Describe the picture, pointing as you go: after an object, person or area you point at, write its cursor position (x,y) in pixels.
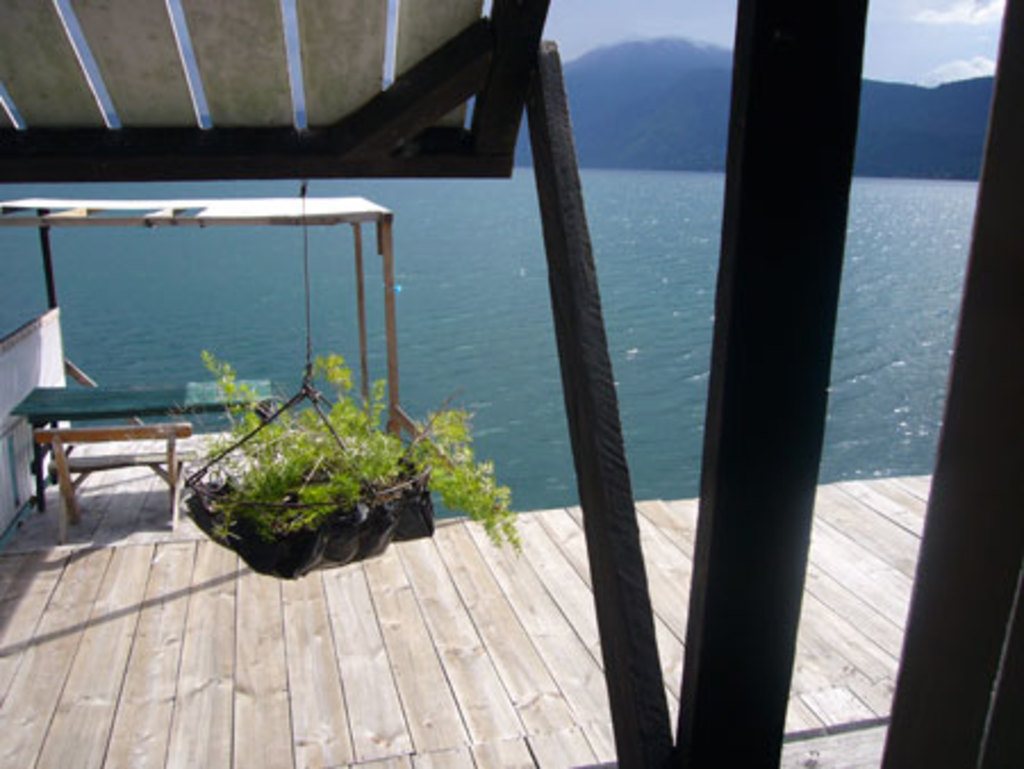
there are so many mountains (866,91) lake (966,193) and wooden house (421,768) there is a bench (61,507) and chair (61,507) in it and a hanging pot (371,538).
